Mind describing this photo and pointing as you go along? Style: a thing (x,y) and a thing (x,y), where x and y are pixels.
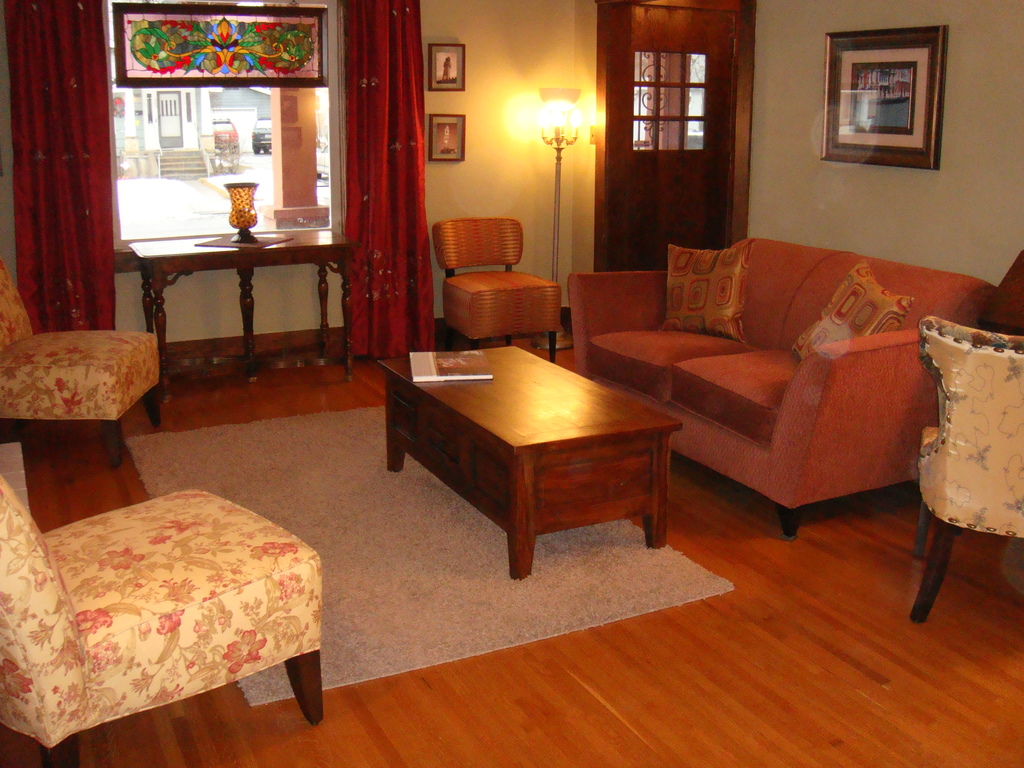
In this image i can see a sofa (768,318) and couple of chairs (150,379) on the floor (570,634) and table (563,462). I can also see there is a curtain (368,156) and a photo (871,81) on a wall (819,173).
